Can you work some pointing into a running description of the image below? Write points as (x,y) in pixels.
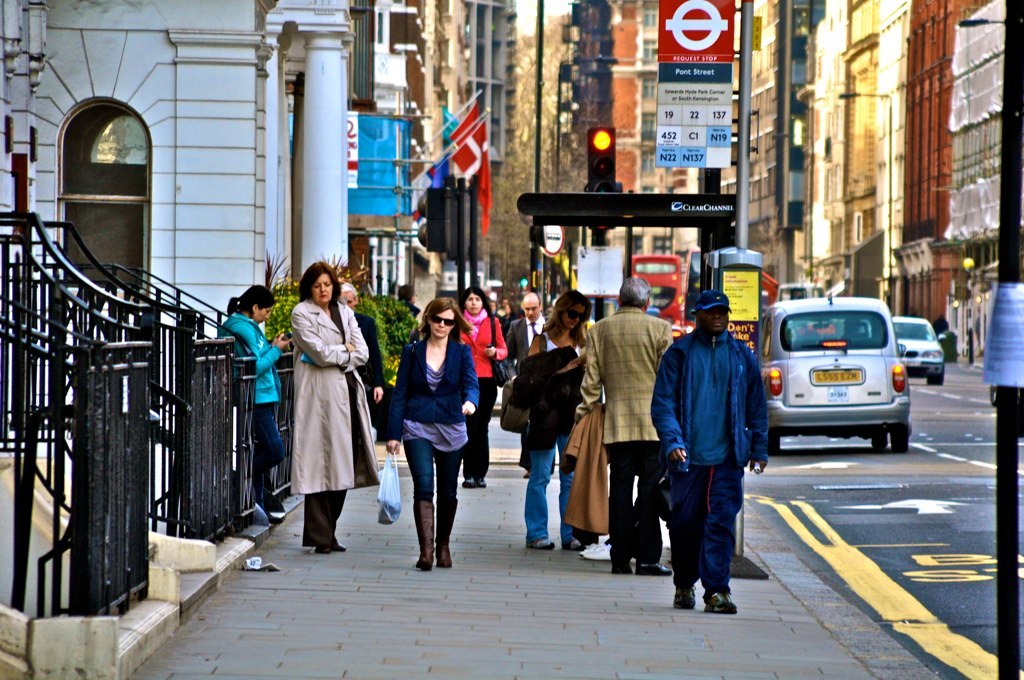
In this picture we can observe some people (413,358) on the footpath (442,572). There are men (645,378) and women (295,453). We can observe black color railing (212,417) on the left side (137,445). On the right side (882,518) there is a road (907,461) on which some vehicles (861,366) are moving. We can observe some poles (1016,459) and a traffic signal (603,176). In the background (375,105) there are buildings (823,98).
